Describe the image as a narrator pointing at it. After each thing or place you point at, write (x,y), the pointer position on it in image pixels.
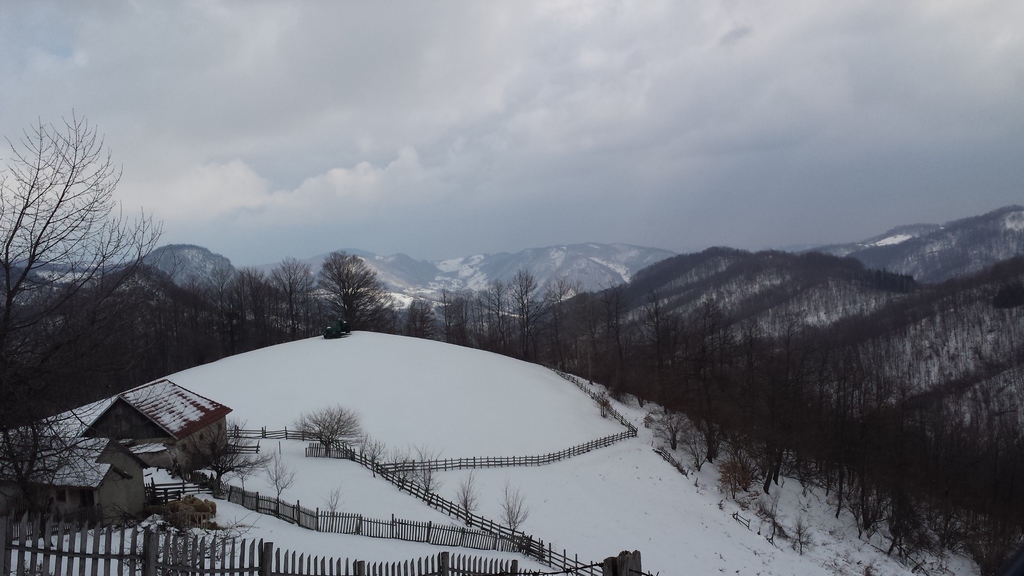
In this image I can see houses (160,423), trees (14,317) and fencing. We can see snow (399,386) and mountains (583,291). The sky (583,160) is cloudy.
